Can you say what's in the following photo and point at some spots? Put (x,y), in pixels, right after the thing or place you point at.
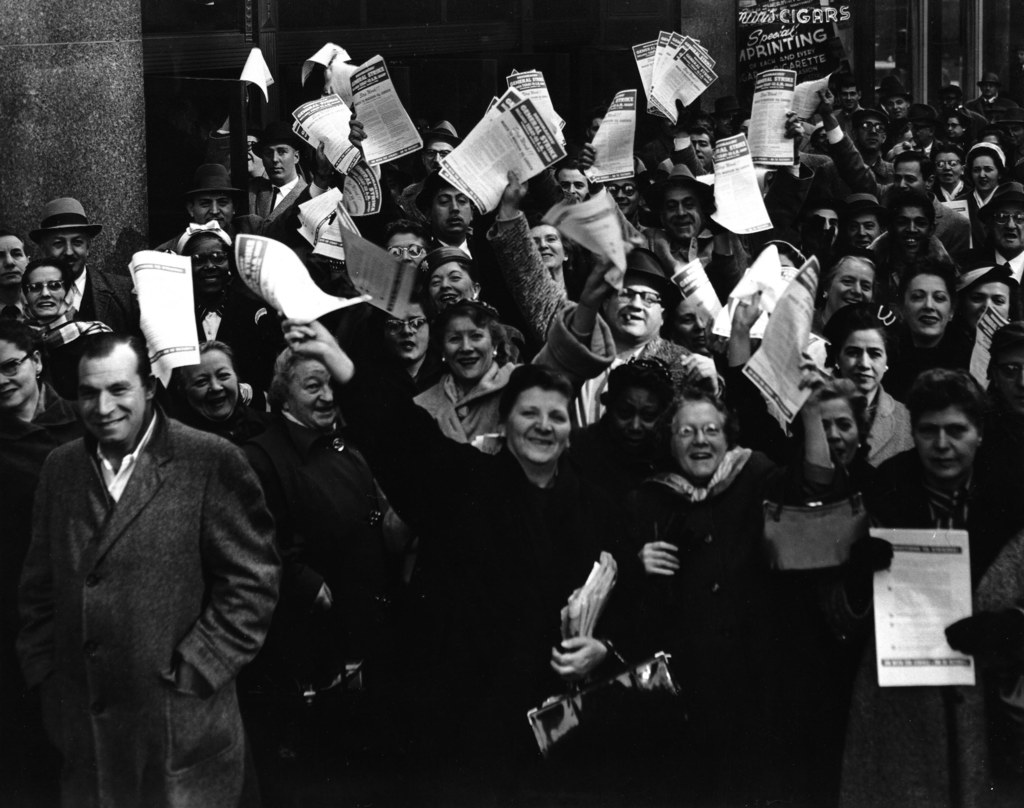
Here in this picture we can see number of women (557,258) and men (120,330) standing on the ground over there and most of them are carrying pamphlets (632,115) in their hands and we can see all of them are wearing jackets (557,341) on them and smiling and we can see some people (561,323) are wearing gloves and hats (652,257) on them over there.
